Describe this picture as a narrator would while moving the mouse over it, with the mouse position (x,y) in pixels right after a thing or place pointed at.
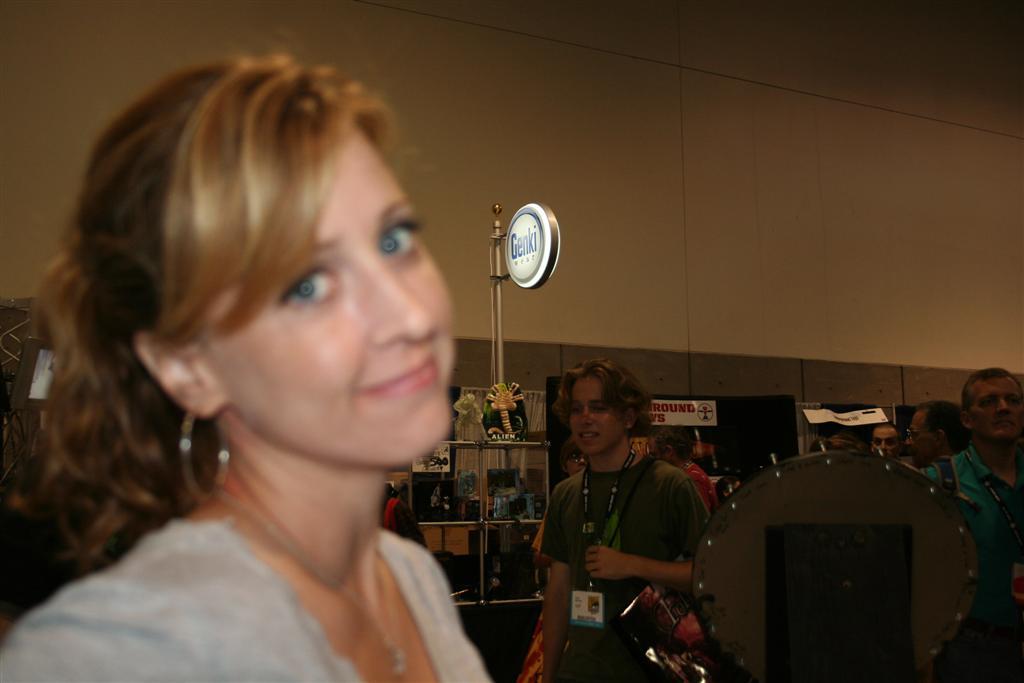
In this image, we can see a lady (311,524) standing and in the background (612,433), there are people (609,518) wearing id cards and we can see boards (783,586), banners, papers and some objects (519,473) in the racks (517,480) and there is wall (793,189).
